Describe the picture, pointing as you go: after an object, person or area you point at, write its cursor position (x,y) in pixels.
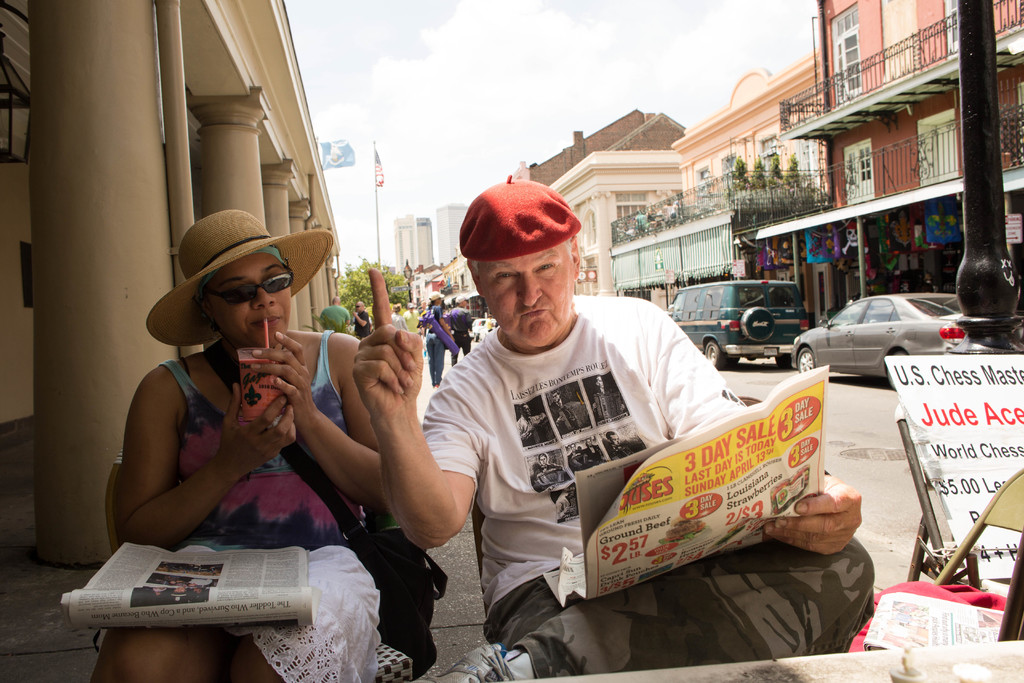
In this picture there is a old man (543,434) wearing a white t-shirt (534,521), red cap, holding a newspaper (703,499) and giving a pose into the camera. Beside there is a woman (186,535) wearing pink color top (282,494) and holding a glass juice (252,392) in the hand (231,431). Behind we can see the yellow color building (230,200) with many pillars (294,208). ON the right side (924,223) there are some houses (728,255) and cars (729,327) are parked in front of the houses (721,275).
